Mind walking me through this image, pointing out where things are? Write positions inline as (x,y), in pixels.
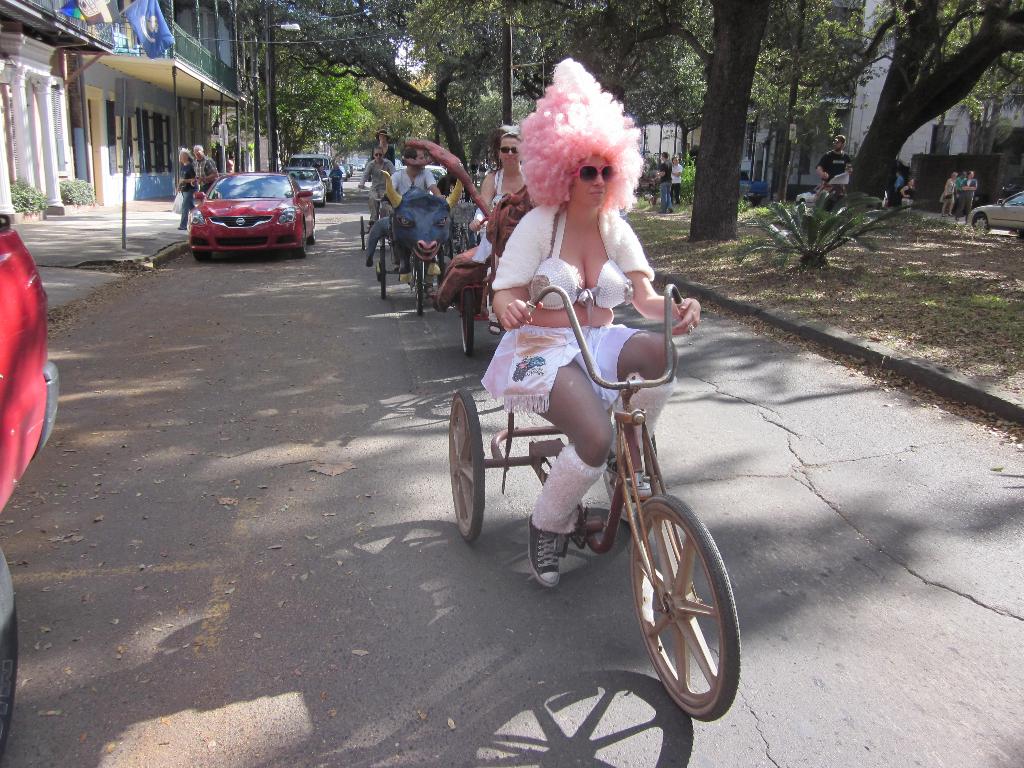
On the left side of the image (29,295) we can see cars (225,229), two persons (214,173) are walking on the footpath (178,228) and buildings (188,125) are there. In the middle of the image (515,264) we can see some people (477,227) are riding bicycles (380,265) and one bicycle (424,258) is having an animal face (437,229) on it. On the right side of the image (1008,344) we can see some persons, grass (914,302) and trees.
